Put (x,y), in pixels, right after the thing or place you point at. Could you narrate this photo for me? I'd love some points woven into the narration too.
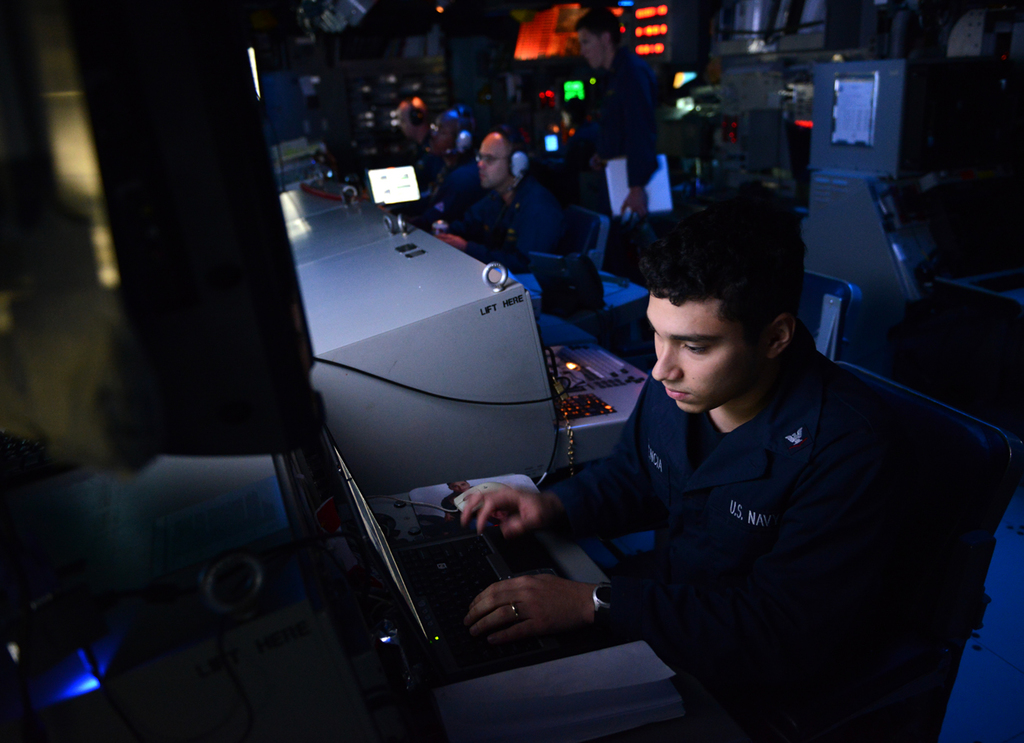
This man (647,466) sitting on chair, in front of this man (663,559) we can see laptop (501,534) and mouse (501,497) on the table (521,690). In the background (538,252) we can see people (479,211) and lights (625,29).
